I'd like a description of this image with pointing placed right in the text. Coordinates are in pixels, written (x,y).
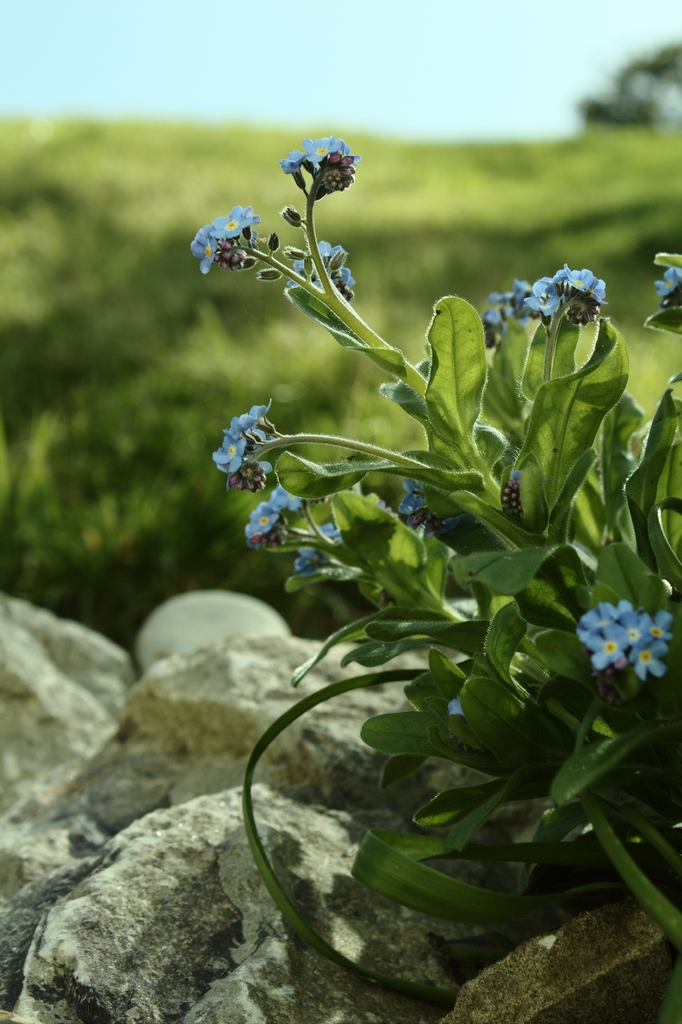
On the right side of this image (553,676) there is a plant (416,473) along with the flowers (206,240) which are in blue color. On the left side (157,737) there are some rocks (213,779). The background (115,204) is blurred.
